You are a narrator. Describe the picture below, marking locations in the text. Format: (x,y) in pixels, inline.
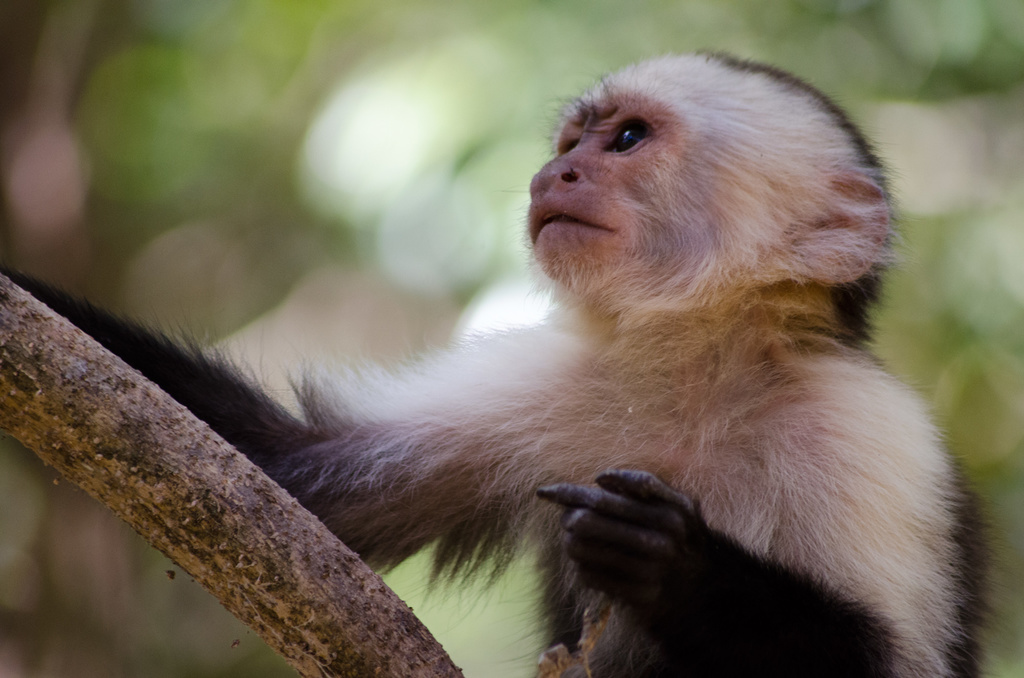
In this image I can see a monkey (512,388) and a wooden thing (304,527) in the front (639,653). I can see the colour of the monkey (520,399) is black and white. I can also see this image is blurry in the background (525,194).
